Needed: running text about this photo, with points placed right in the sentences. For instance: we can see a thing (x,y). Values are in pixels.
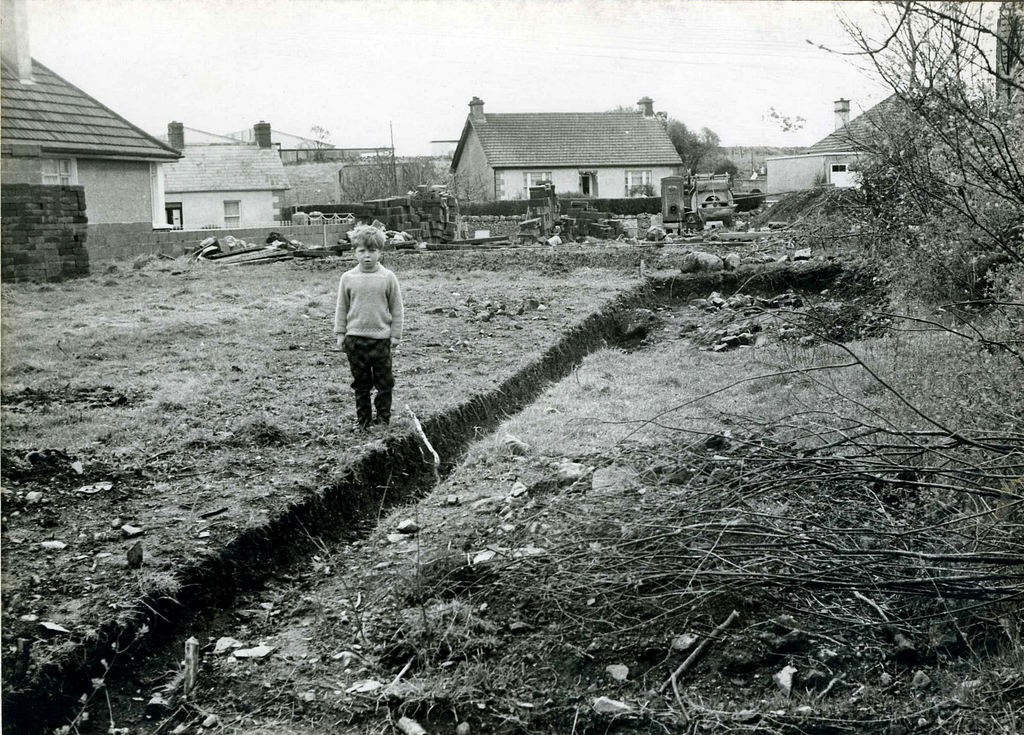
Here this is a black and white image, in which we can see a child (370,336) standing on the ground (375,444) and behind him we can see number of houses (530,182) present and we can also see plants (981,490) and trees (905,277) on the ground (660,265).
